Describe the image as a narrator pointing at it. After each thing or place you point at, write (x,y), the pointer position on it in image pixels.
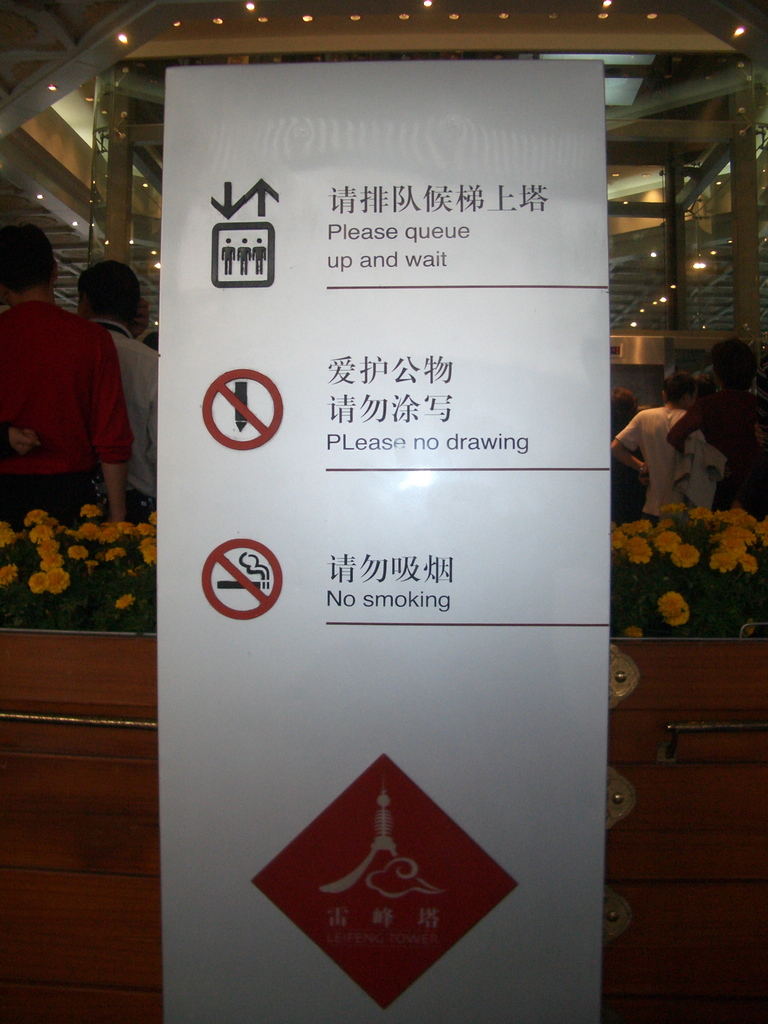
Here we can see board (432,848), behind this board (589,669) we can see flowers (734,545), plants (52,592), people (62,490) and lights (308,17).
